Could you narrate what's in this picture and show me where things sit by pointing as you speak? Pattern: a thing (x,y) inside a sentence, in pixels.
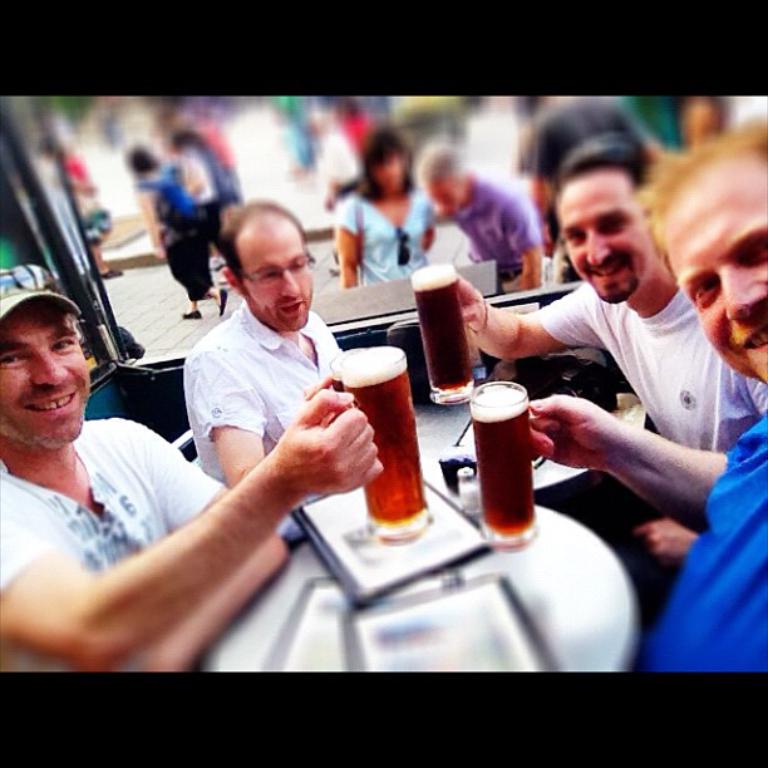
Group of people (268,465) enjoying their beer (390,459), these people (373,457) are holding beer glasses (403,488) in their hands (352,457), a table (574,608) is present in front of them, a person (41,348) is wearing a cap (22,301) and behind them people (176,247) are walking one woman (370,229) is standing she is carrying a bag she is in blue shirt (376,274), one person (288,315) is wearing glasses (270,274).
